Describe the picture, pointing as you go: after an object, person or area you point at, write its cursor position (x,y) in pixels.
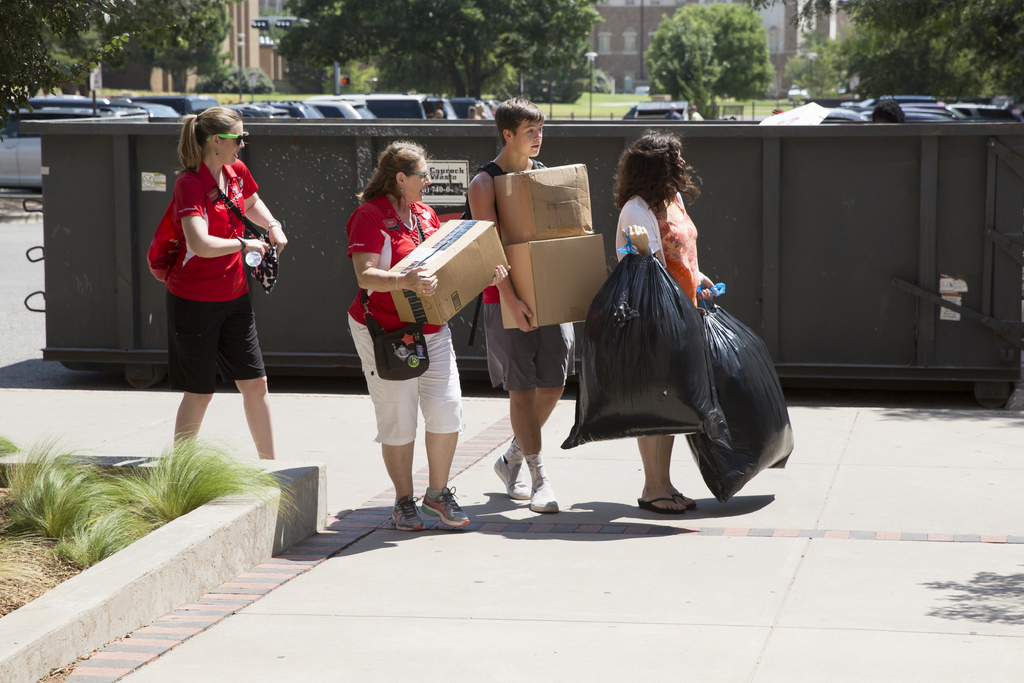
This picture is clicked outside. On the right (689,259) we can see a woman (653,224) holding the bags (643,365) and standing on the ground (698,485) and we can see the two persons (521,160) wearing bags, holding the boxes (544,252) and seems to be walking on the ground (534,518). On the left (210,252) we can see another woman (220,173) wearing red color t-shirt (213,212), sling bag (266,275), holding an object (249,261) and seems to be walking on the ground (504,554). In the left corner (92,525) we can see the grass (139,486). In the background (292,138) we can see the vehicles (952,118), trees (210,49), metal objects (315,121) and we can see the buildings (591,42), green grass (579,101) and many other items (592,55) and the group of people (438,108).
